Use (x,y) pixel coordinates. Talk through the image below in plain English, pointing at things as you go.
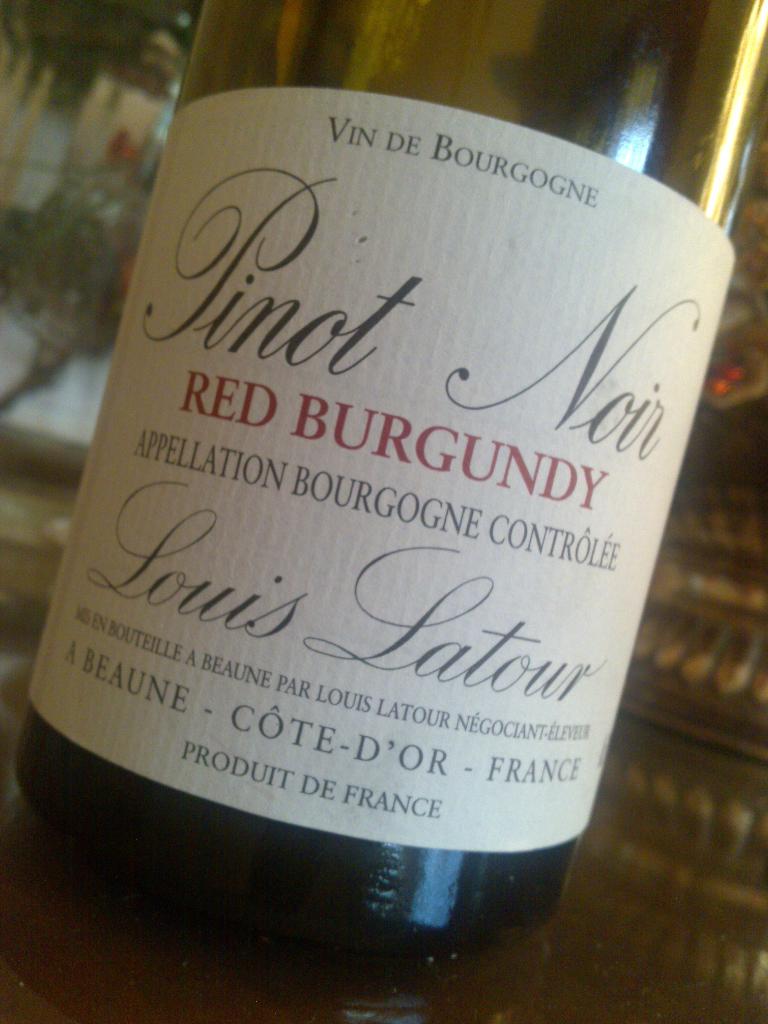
In this picture we can able to see a bottle (83,853) and on this bottle (499,304) there is a sticker (474,492).
